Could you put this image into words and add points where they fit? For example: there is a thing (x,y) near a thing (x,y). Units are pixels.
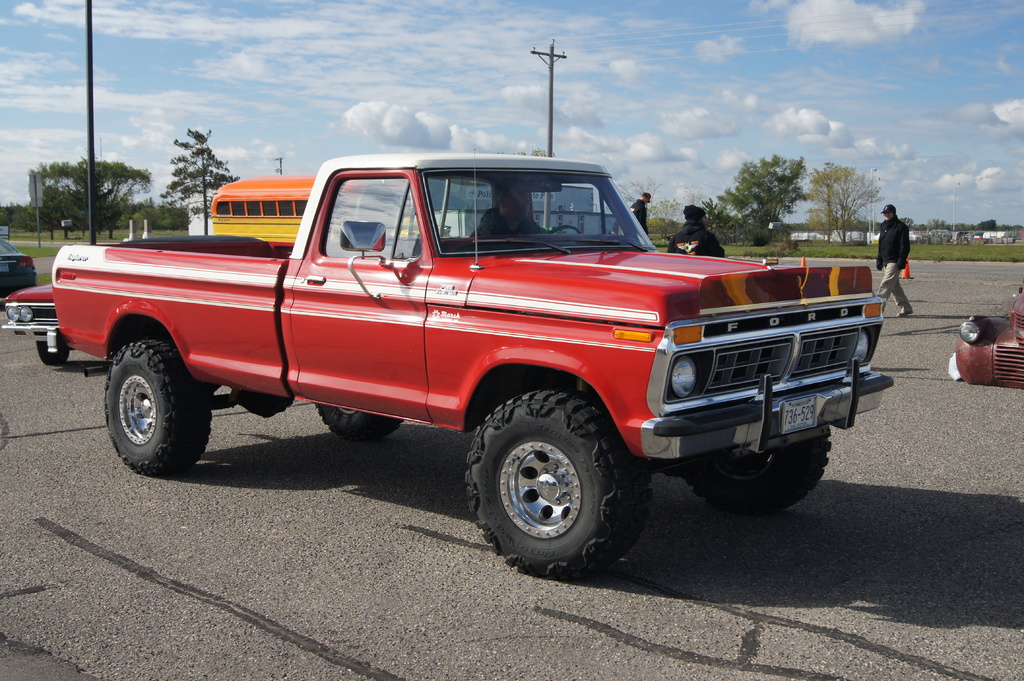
In this picture we can see vehicles (746,494), people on the ground (435,633), here we can see traffic cones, electric poles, sheds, trees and some objects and in the background (674,141) we can see sky (727,88) with clouds (877,22).
